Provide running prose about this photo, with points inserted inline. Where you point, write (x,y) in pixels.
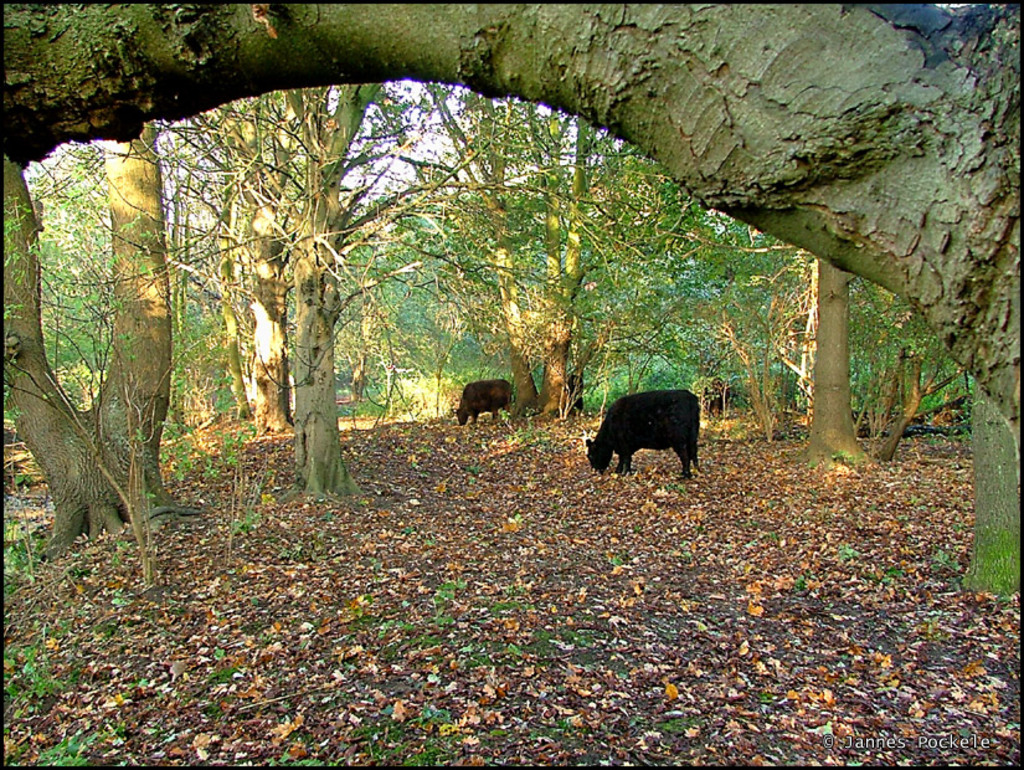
In this image we can see two animals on the ground (441,485). Here we can see dry leaves (518,584) and the trees (511,109) in the background (304,164).
